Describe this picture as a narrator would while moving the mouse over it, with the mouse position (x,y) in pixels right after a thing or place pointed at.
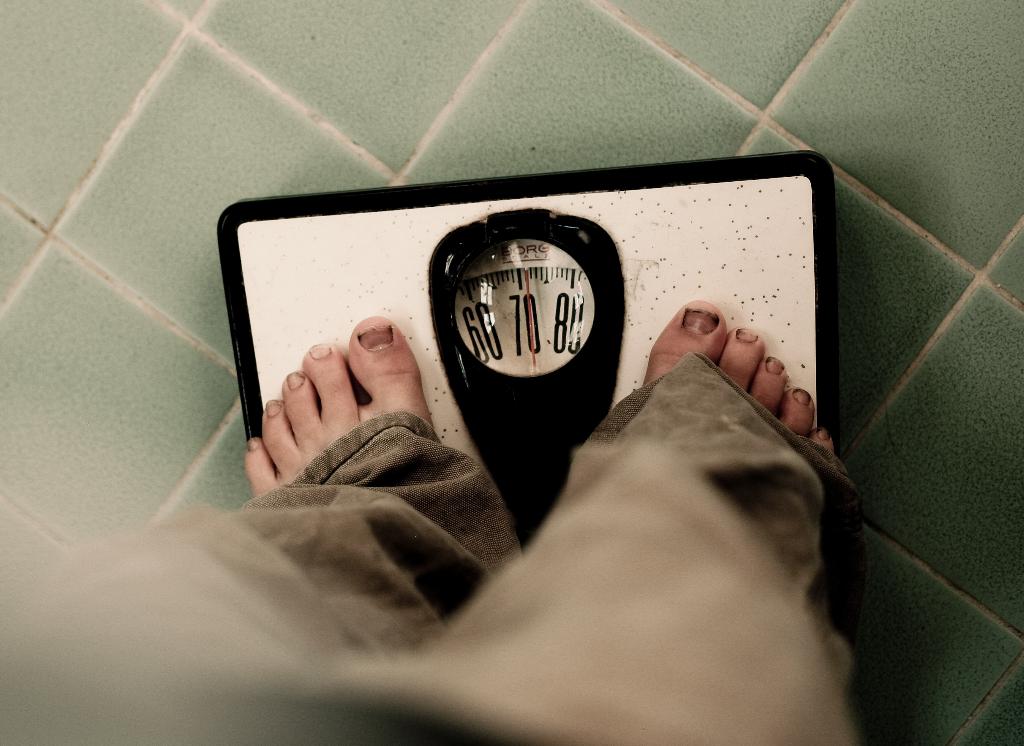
In this picture there is a person (505,579) standing on a weight machine (522,508) and the ground (558,97) is in green color.
